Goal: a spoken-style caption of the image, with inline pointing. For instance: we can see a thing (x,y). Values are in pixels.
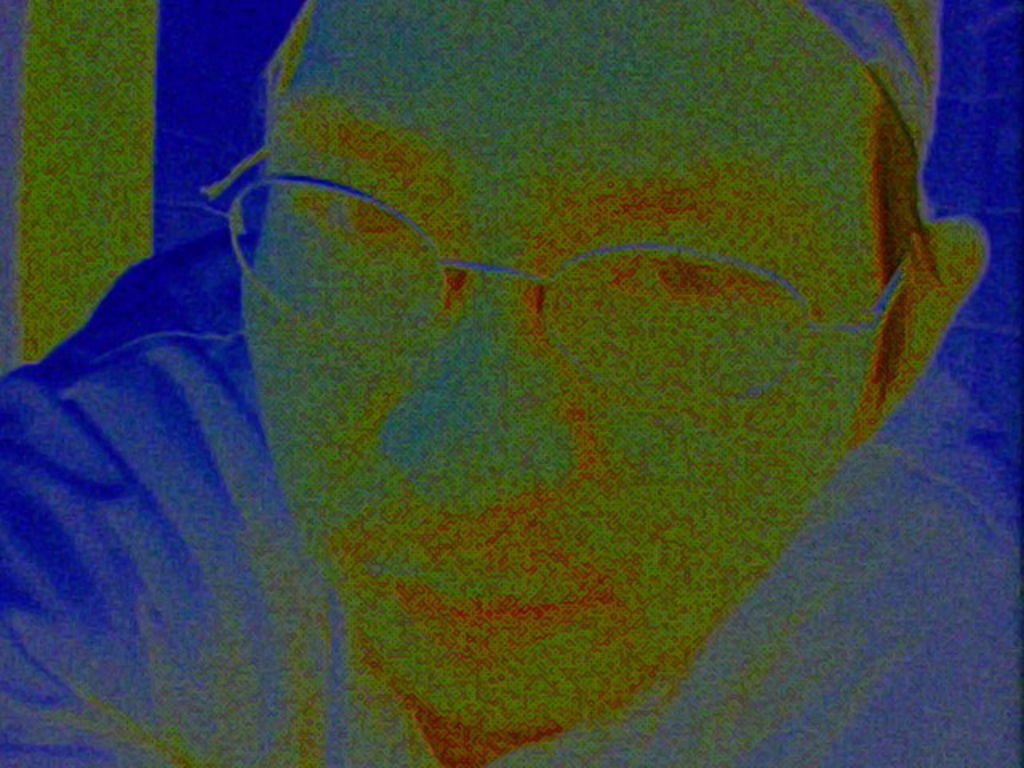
This is an edited image of a person (465,156).
